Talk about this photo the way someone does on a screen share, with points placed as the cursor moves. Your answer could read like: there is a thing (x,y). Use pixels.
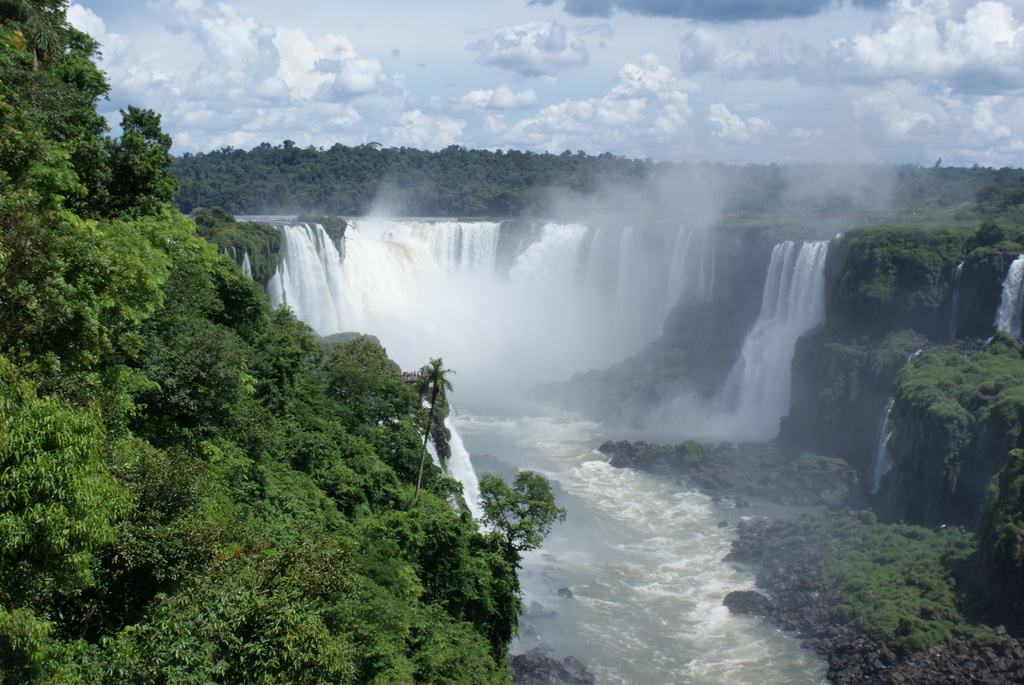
In this picture we can see few trees (169,241) and water (499,306), in the background (553,49) we can see clouds (541,58).
